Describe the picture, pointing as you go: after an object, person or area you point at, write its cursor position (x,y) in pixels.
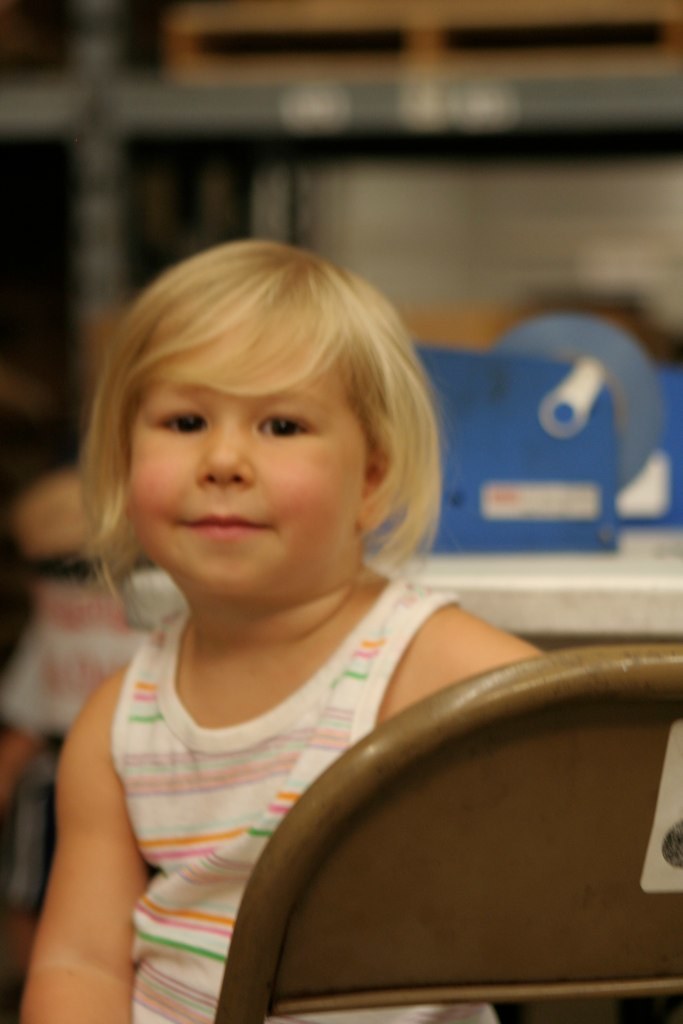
This picture shows a girl (339,620) seated on the chair (350,782) and we see a table (450,569) on the back (578,585) and a metal shelf (174,112) on the back (21,115).
